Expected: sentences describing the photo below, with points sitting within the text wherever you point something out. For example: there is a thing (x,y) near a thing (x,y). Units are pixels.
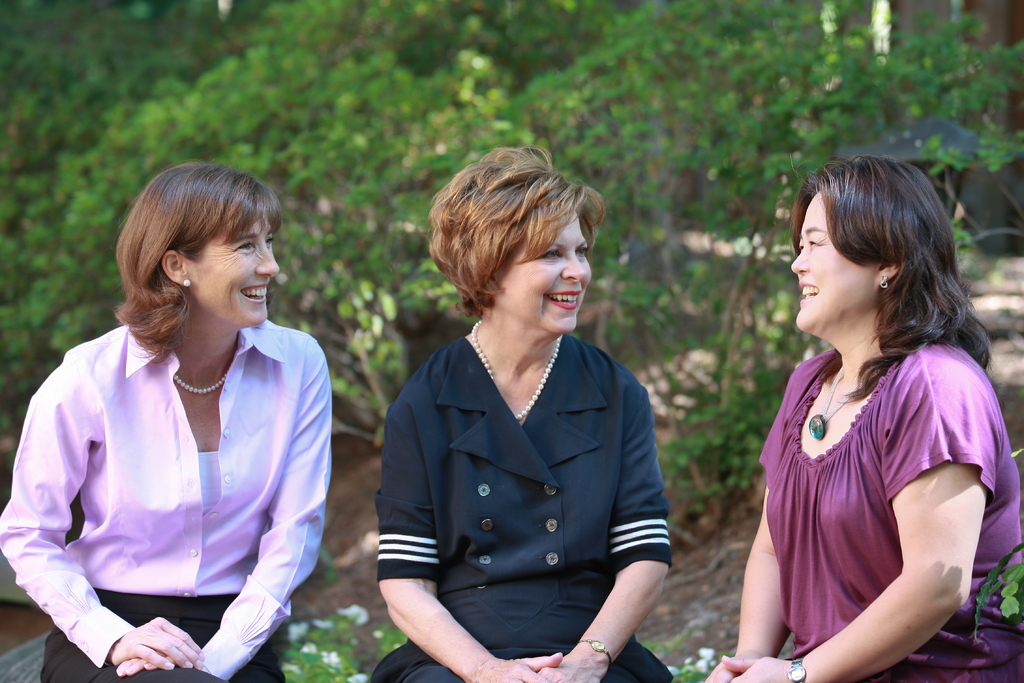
In this image I see 3 women (821,274) who are smiling and I see that this woman (258,410) is wearing pink and black dress (210,520) and this woman (652,589) is wearing black dress (406,671) and this woman (810,410) is wearing dark pink dress (853,490). In the background (974,248) I see the plants (570,123).
